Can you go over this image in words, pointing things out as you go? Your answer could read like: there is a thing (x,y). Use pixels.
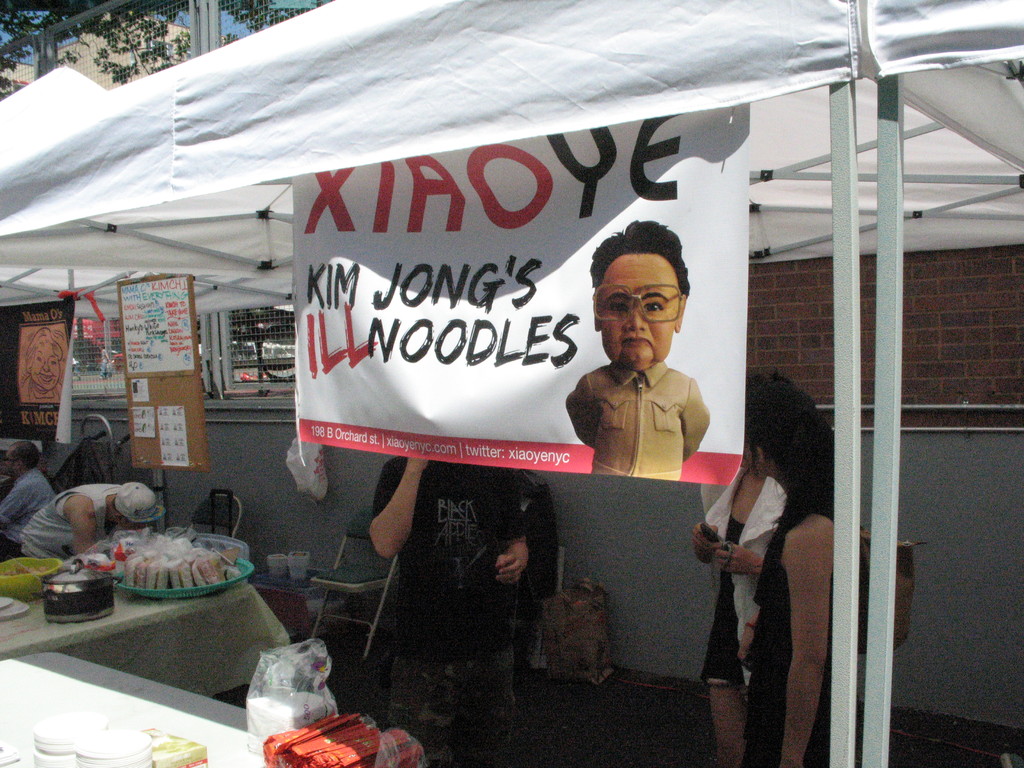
In the image there is a food stall (439,352) and there are two banners (313,382) attached to the tent (351,124) of the stall (617,81), inside the stall (604,85) there are few people (475,527) and there is a table (65,673) and on the table (55,702) there are some items (135,732) are kept, there is a chair (323,581) beside the table (53,642). In the background (112,77) there is a mesh (93,72).
